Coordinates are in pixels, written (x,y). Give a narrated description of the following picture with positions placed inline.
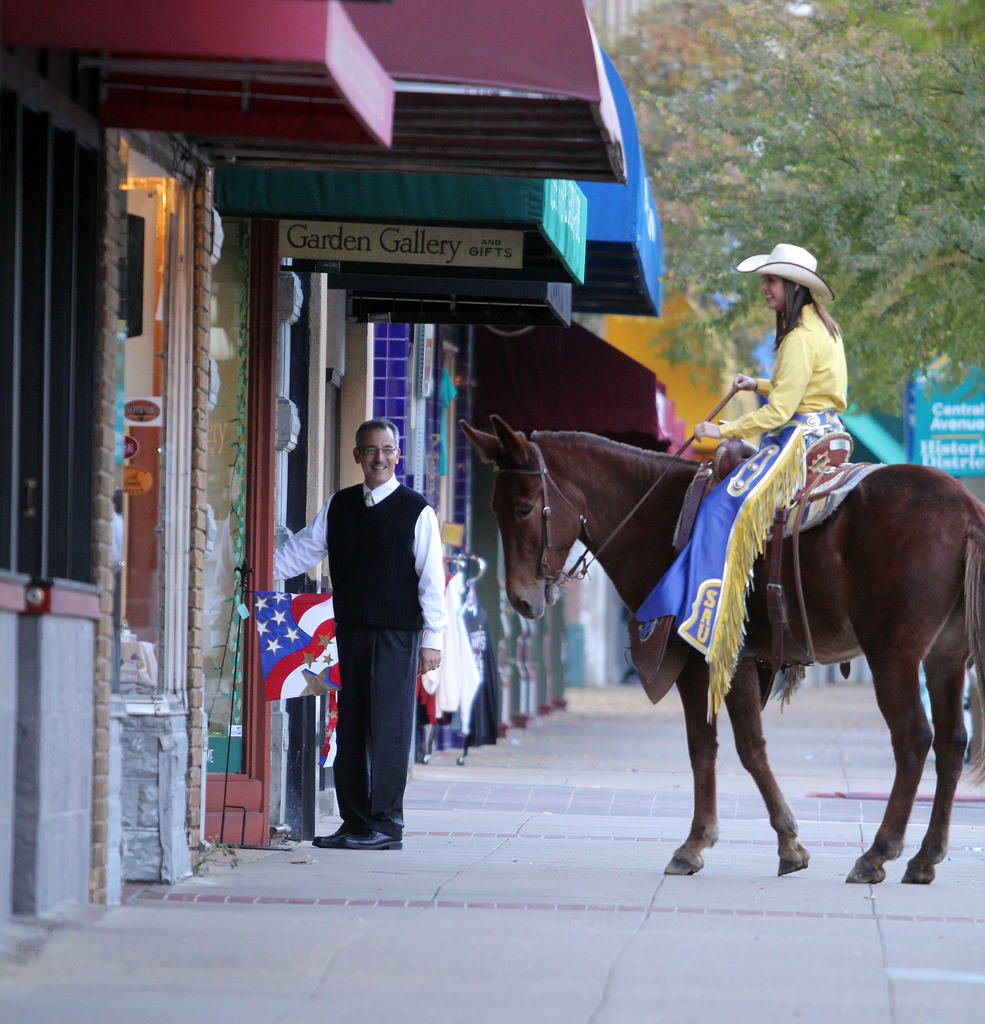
This image consists of stalls (397,396) on left side (251,767) and horse (747,712) on right side (864,514). A woman (722,492) is sitting on horse (837,469), she is wearing yellow colour dress (823,395) with the hat (793,264) on her head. There is a man (355,552) near the stall (414,462) in the middle (381,552), he wore black color dress (387,664). There is a tree (813,212) on the top right corner (886,198). on one stall (359,214) there is a name (334,225) written garden gallery.
